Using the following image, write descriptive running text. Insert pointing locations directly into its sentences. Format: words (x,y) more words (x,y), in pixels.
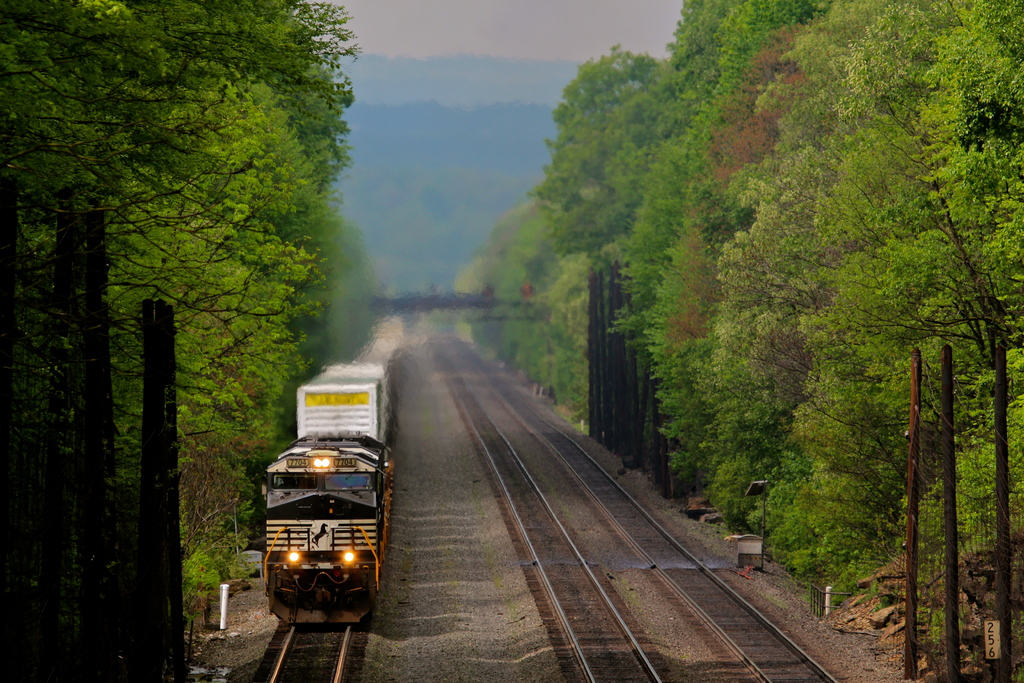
On the left side of the image (278,470) we can see a train (321,548) on the tracks (282,668), beside to the train (347,379) we can find few trees (761,356).
